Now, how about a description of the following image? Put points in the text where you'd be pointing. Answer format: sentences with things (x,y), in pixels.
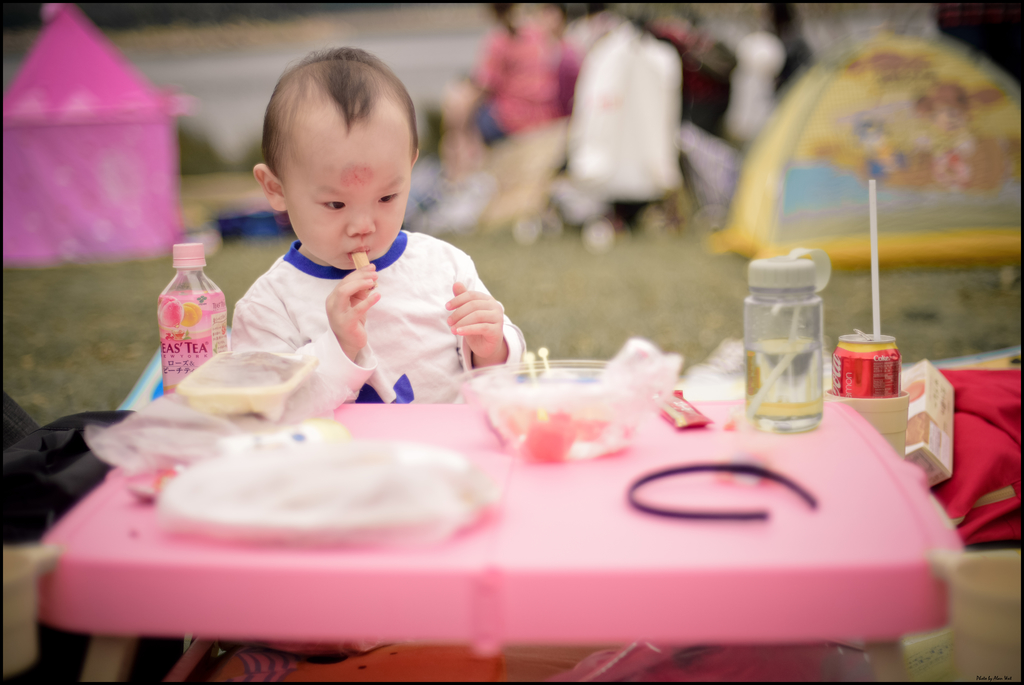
Here a boy (380,268) is eating. In front of him there is a table (637,446), on the table (681,502) there is a bottle (782,362), bowl (579,410), chocolate (694,415) and etc.
